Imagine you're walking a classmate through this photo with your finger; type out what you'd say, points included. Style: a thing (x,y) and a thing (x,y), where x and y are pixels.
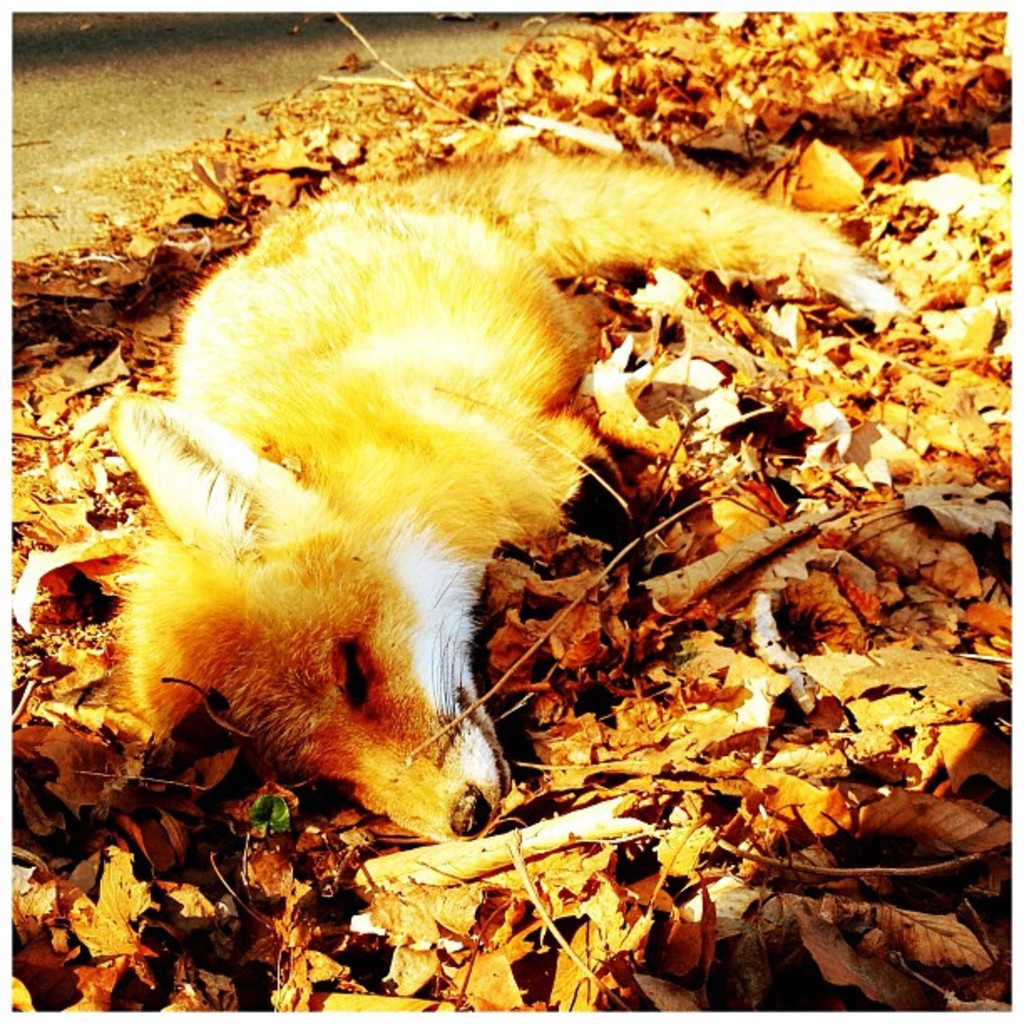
In the middle of this image (598,444), there is a fox (370,448), lying on a surface (904,517), on which there are dry leaves (733,773) and sticks (96,773). In the background (20,121), there is a road (251,22).
